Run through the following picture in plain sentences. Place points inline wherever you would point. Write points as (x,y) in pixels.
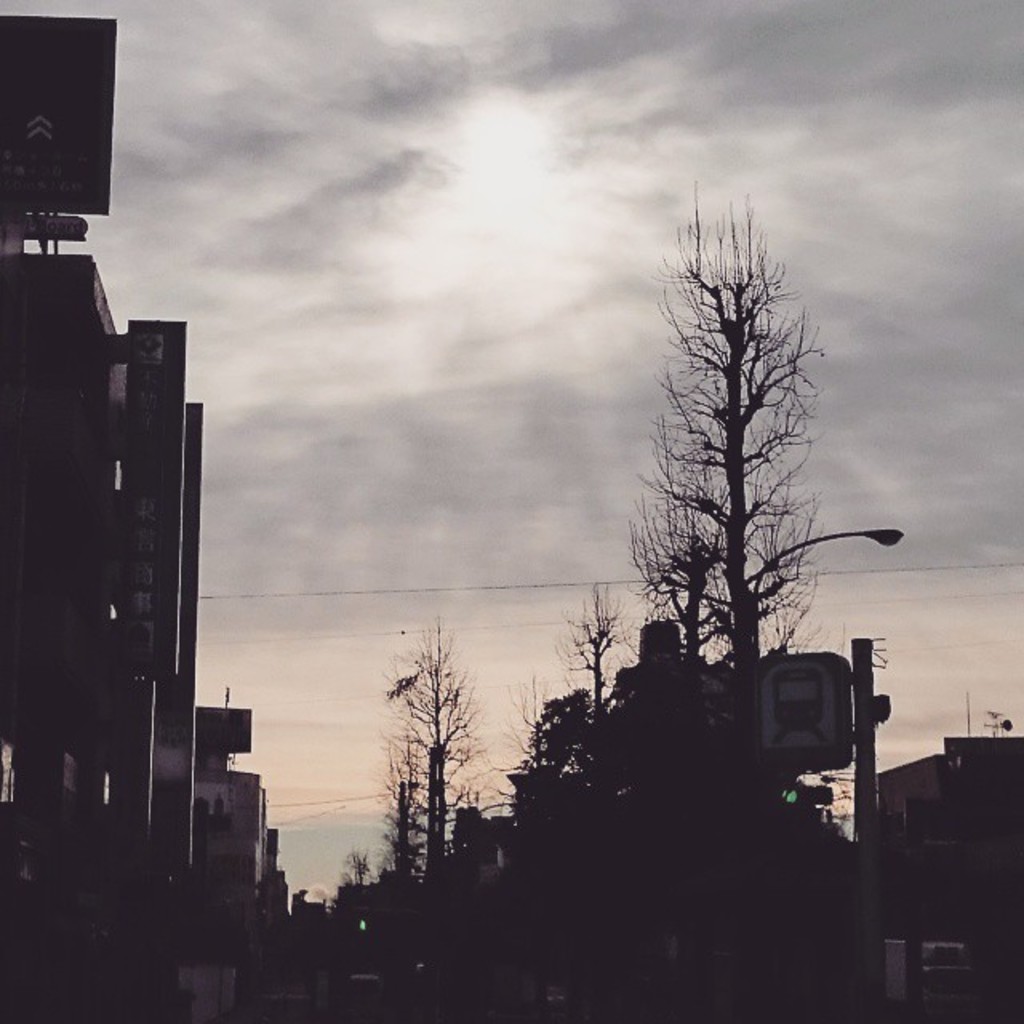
In this picture I can see buildings (286,936), boards (48,219), trees (734,601), pole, and in the background (828,330) there is sky (733,131).
